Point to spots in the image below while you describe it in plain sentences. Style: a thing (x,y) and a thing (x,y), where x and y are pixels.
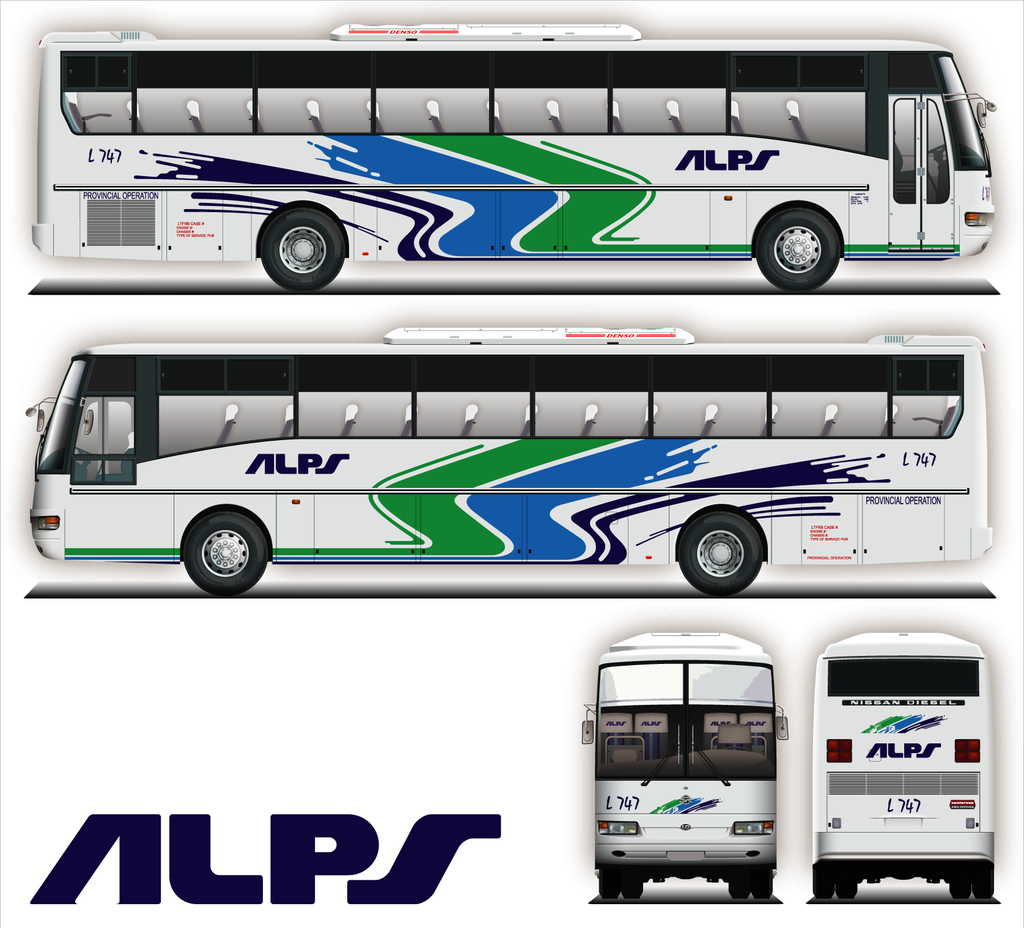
In the picture we can see a poster (656,759) with two side views of the bus (670,233) and under it we can see the front and back view of the bus (924,831), which is white in color with some designs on it and beside it we can see a name ALPS (294,833).
